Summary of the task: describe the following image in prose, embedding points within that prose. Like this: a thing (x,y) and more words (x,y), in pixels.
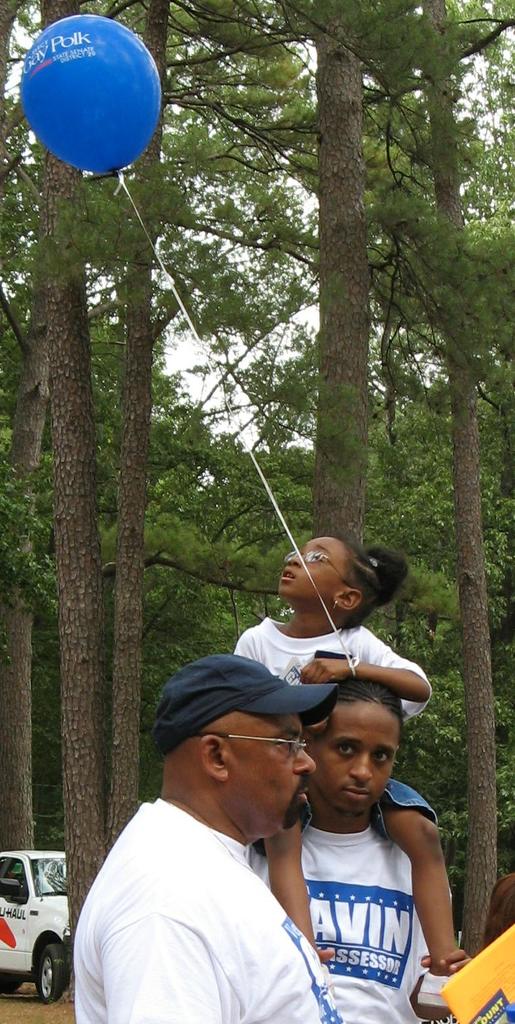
In this picture I can see 2 men (260,772) and a girl (307,647) in front (276,657) and I see that a balloon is tied to the girl's hand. In the background (30,586) I can see number of trees (209,310) and I can see a car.
